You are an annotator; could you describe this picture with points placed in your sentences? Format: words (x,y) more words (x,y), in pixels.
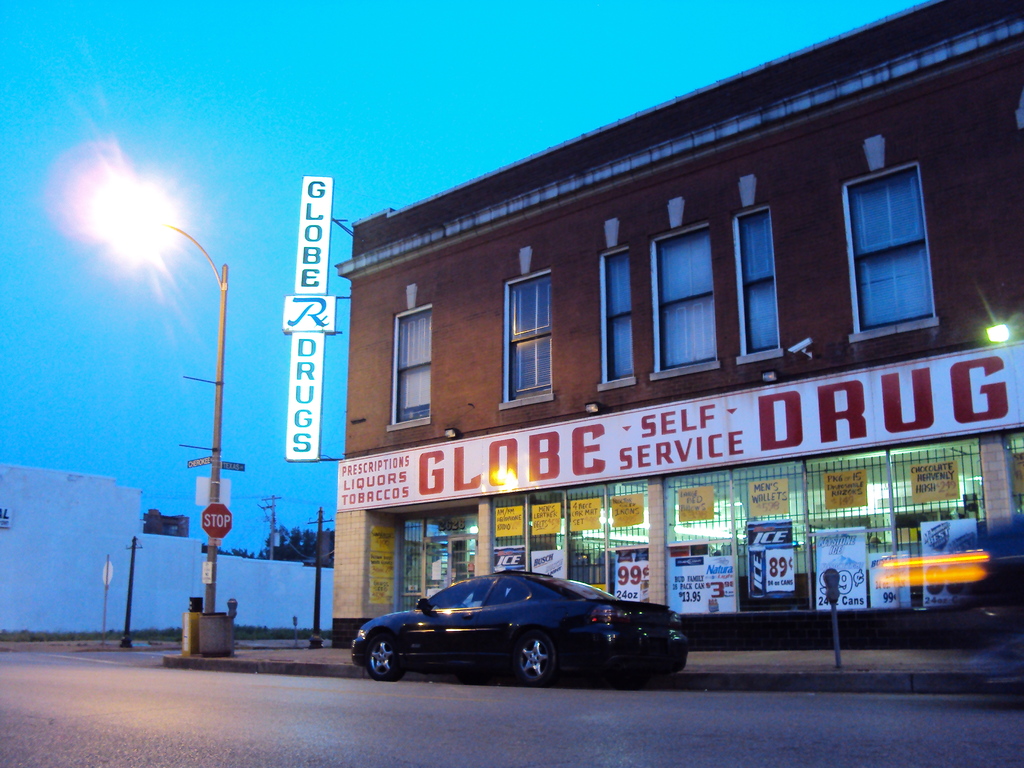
In this image, we can see a car (500,667) on the road (504,711) and in the background (390,291), there is a building (541,382), poles (213,478), lights (145,206) and there is a name board (692,433).
